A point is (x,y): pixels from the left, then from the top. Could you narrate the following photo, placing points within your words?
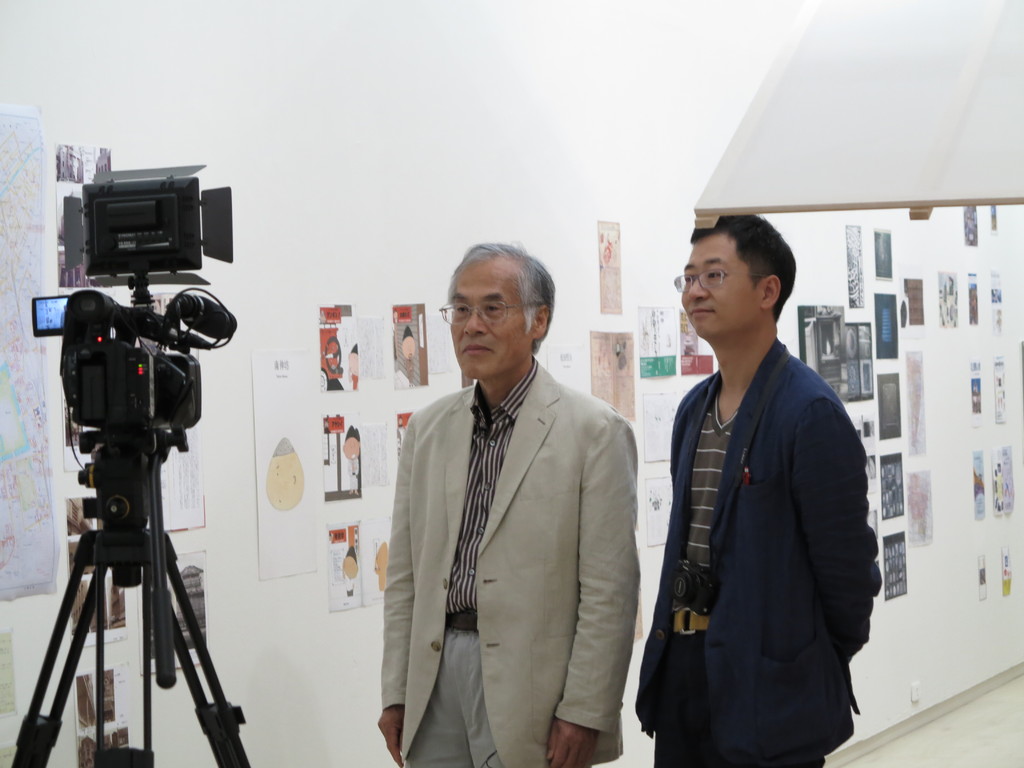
In this image in the center (526,448) there are two persons (597,462) who are standing, and on the left side (123,358) there is one camera (142,331). In the background (252,648) there is a wall (873,220), on the wall (928,413) there are some photos (45,459). On the top of the image (778,195) there is a light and a board (970,116).
